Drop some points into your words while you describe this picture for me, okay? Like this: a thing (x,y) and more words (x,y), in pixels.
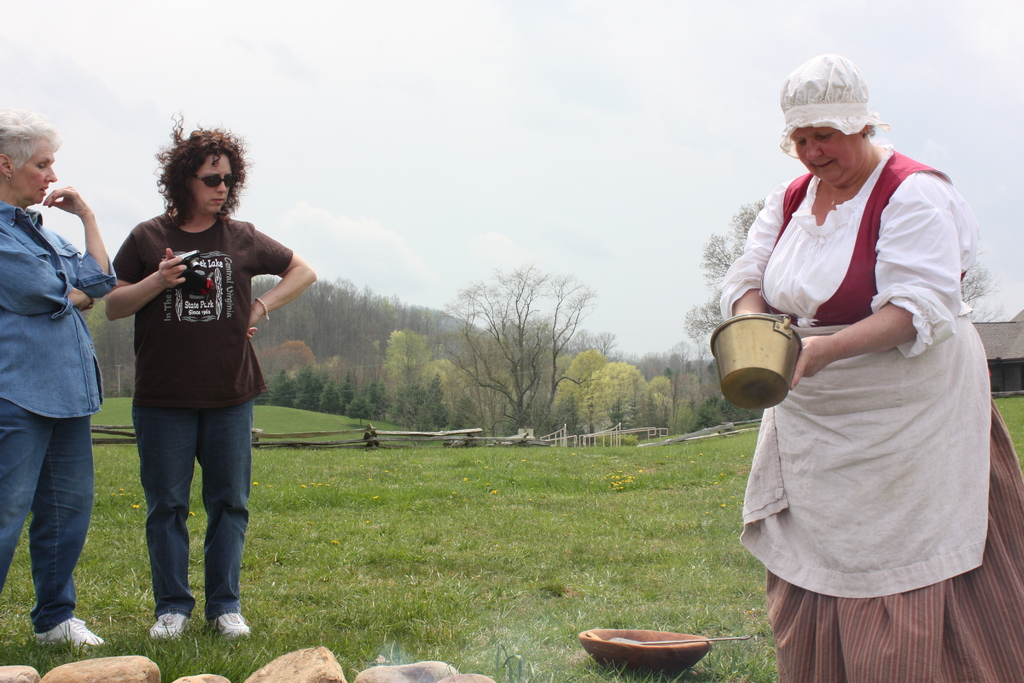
To the left side of the image (214,511) there are two women (209,440) standing. At the bottom of the image (108,682) there are stones (17,676). To the right side of the image (756,461) there is a lady (764,263) standing with a bowl (776,401). At the bottom of the image (600,625) there is grass (408,595). There is a vessel (584,632) with a spoon (729,640). In the background of the image (403,331) there are trees (403,331), sky (584,268) and fencing (463,433).
